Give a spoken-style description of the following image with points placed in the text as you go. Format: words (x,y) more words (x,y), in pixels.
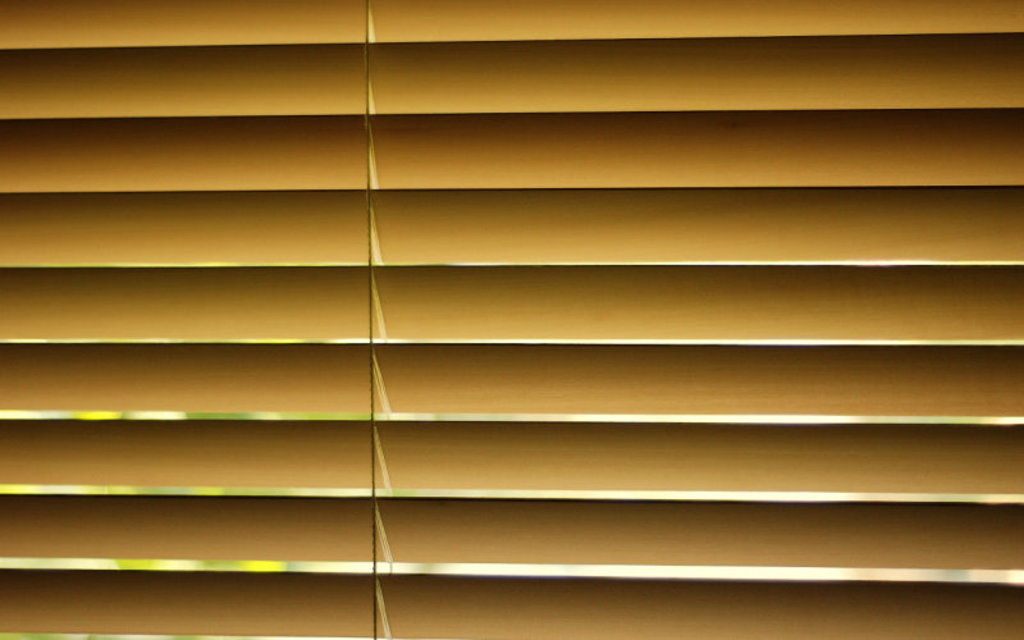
In the image we can see there is a window blind (203,379).
